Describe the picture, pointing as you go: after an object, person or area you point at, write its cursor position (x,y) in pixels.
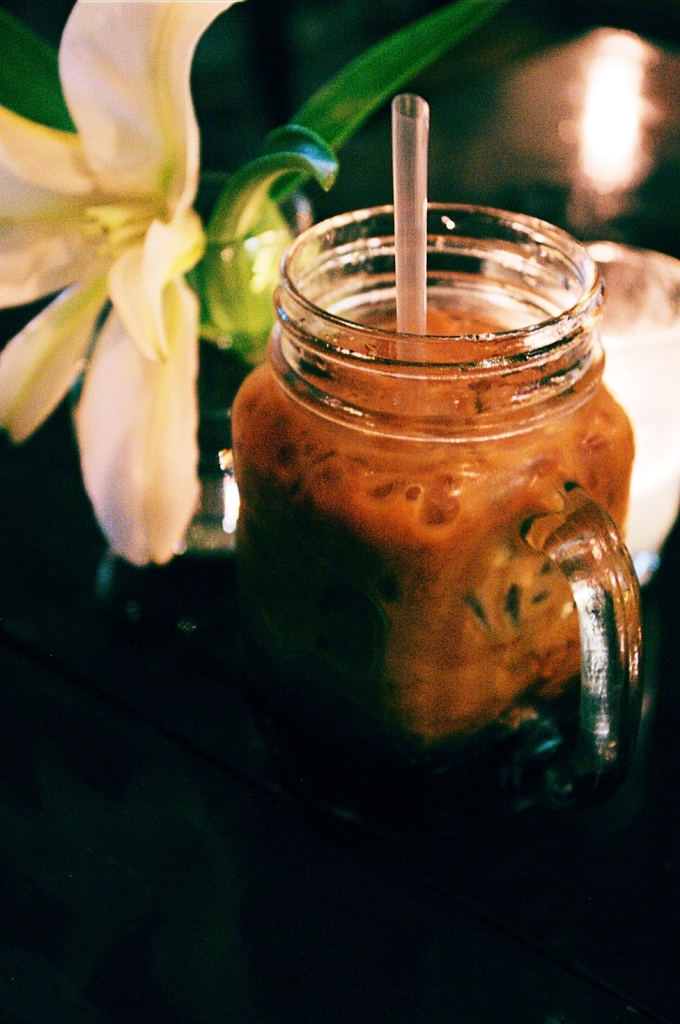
In this image, we can see a jar (440,546) with liquid (486,529) and straw (422,201) on the surface (266,791). At the bottom of the image (383,820), there is a dark view. In the background (679,492), we can see a flower (139,361) and few objects (653,274).
